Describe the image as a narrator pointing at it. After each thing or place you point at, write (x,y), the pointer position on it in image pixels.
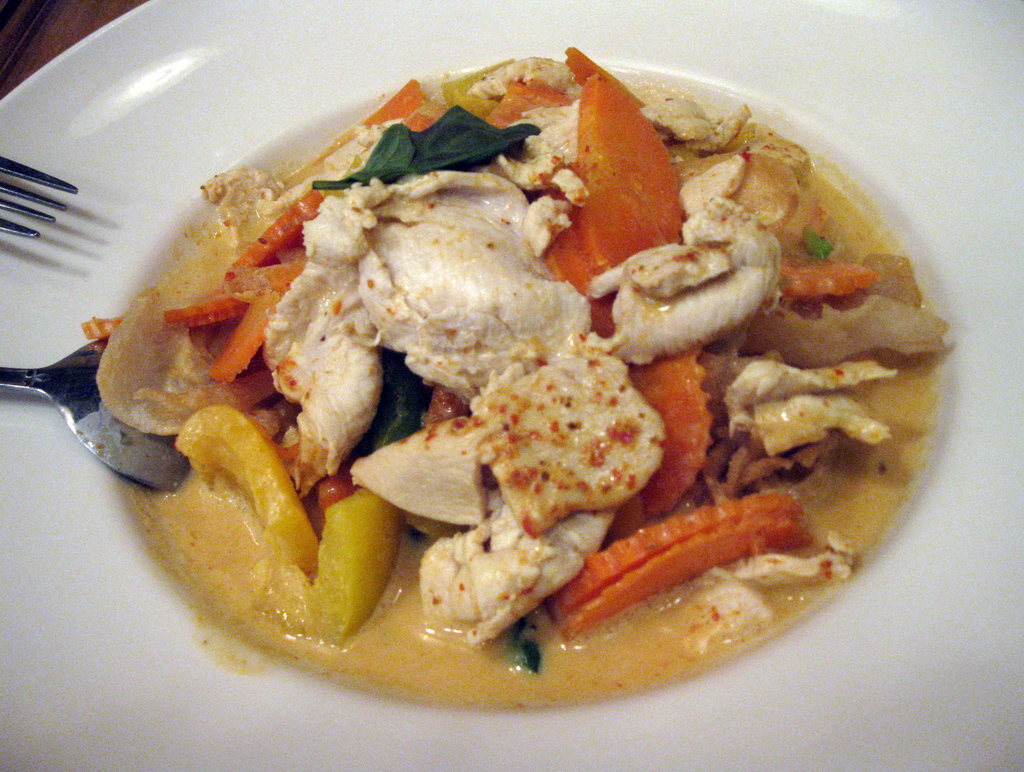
In this picture we can observe some food (281,399) placed in the white color plate (107,570). This food (243,426) is in orange, white and yellow colors. We can observe a spoon (58,377) and a fork (39,218) on the left side (15,210).
